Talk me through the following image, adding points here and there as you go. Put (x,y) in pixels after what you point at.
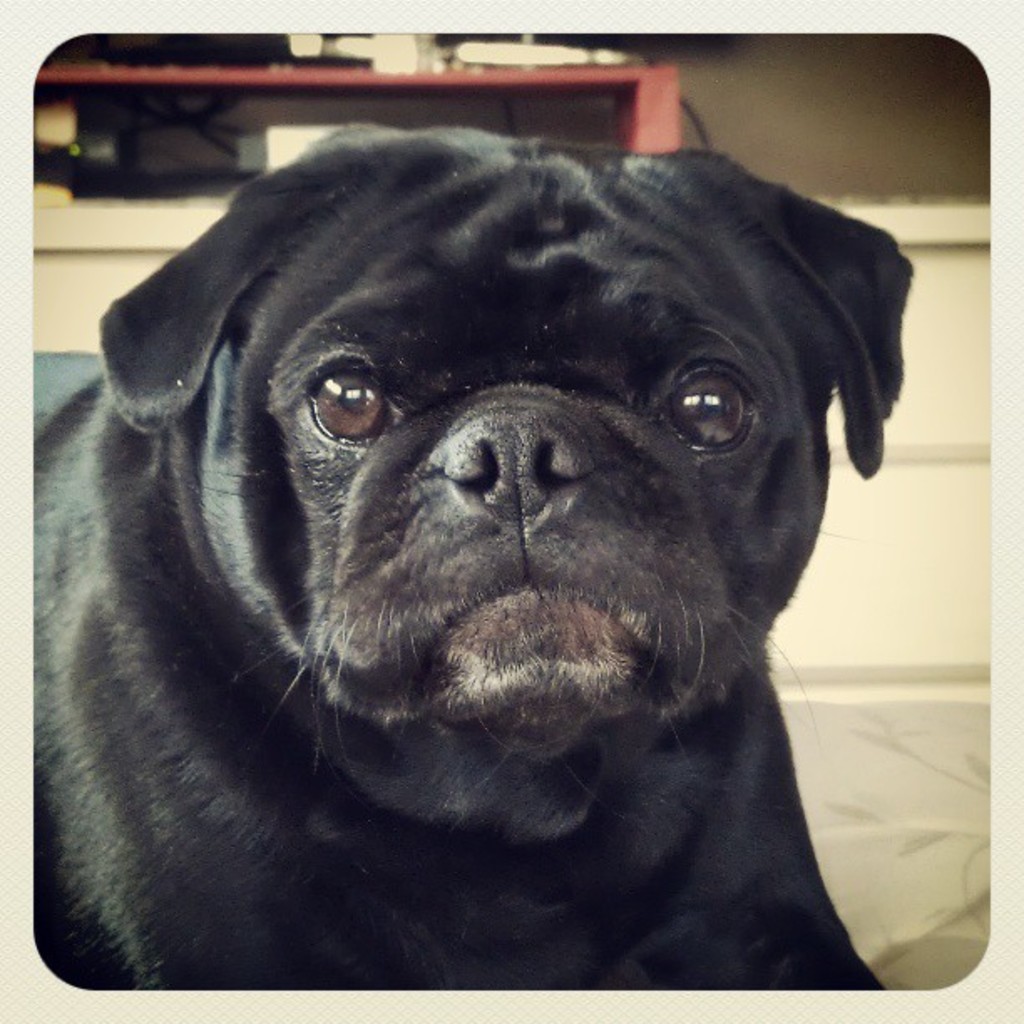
In the center of the image (532,386) there is a dog (654,624). In the background (895,204) we can see wall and table (608,74).
